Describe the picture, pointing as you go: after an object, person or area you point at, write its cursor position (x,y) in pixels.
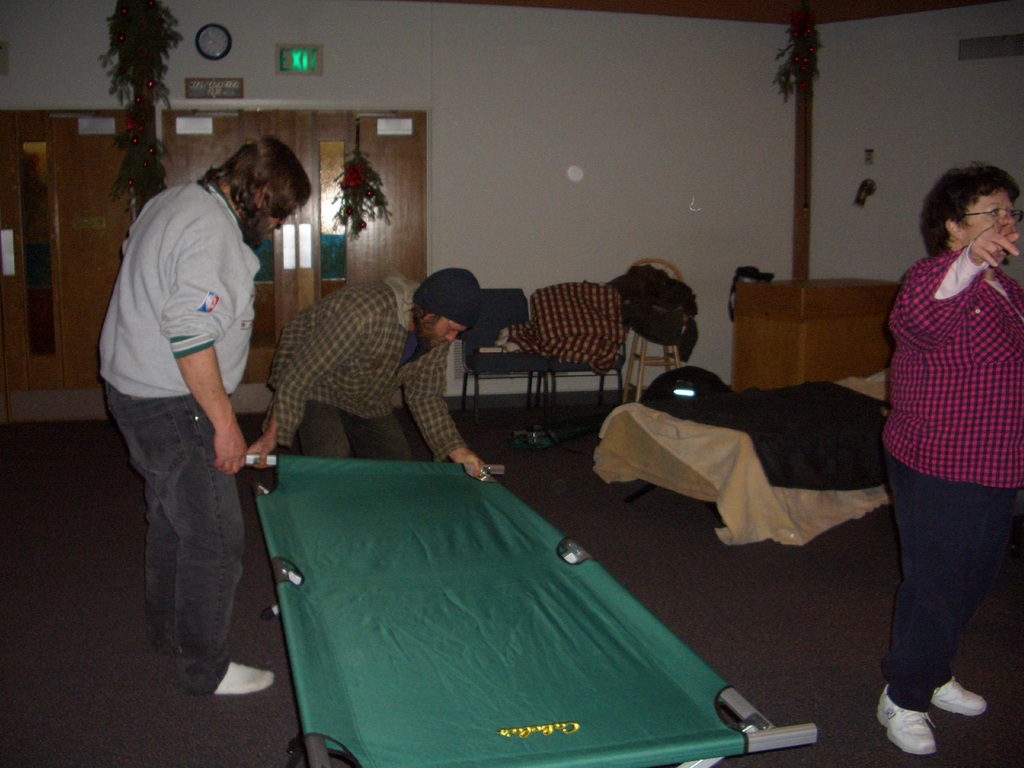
In this image, we can see three people (956,544). Here a person (447,414) is holding a rod (482,479). At the bottom (376,708), there is a floor (219,729), cloth (370,736). Background (43,350) we can see chairs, box (791,367), wall (462,248), doors (380,257), stickers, decorative items (139,31), sign board (280,69) and clock (215,46).
